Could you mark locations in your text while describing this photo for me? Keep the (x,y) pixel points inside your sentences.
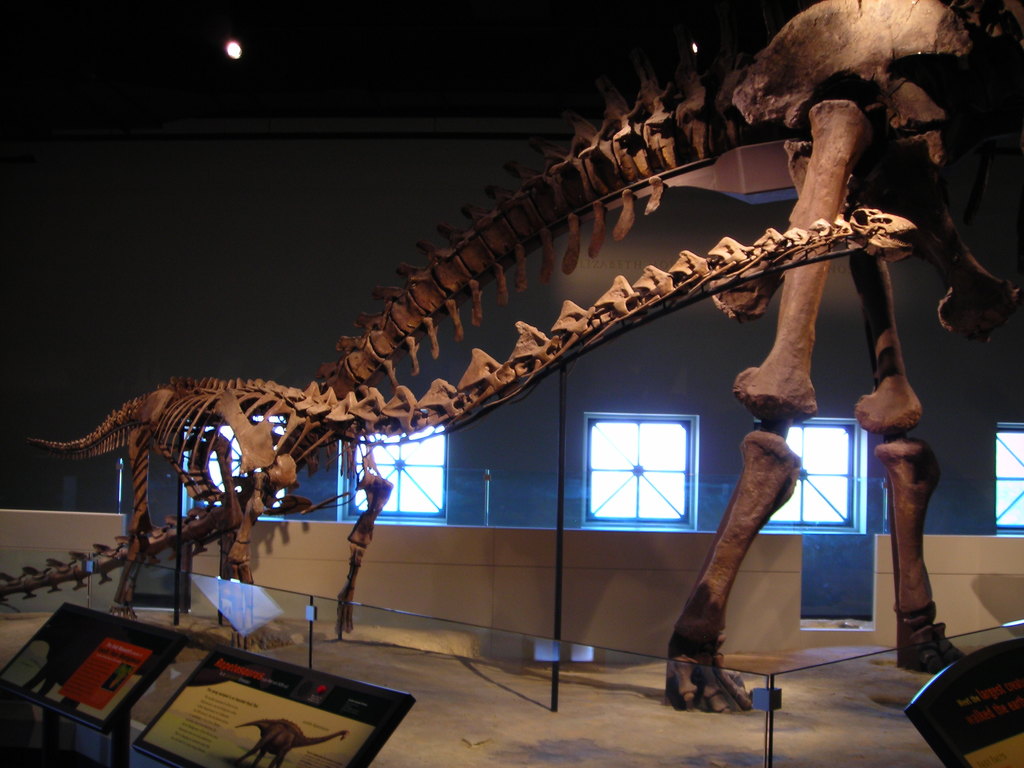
In the center of the image (408,308) we can see a sculpture (715,293). At the bottom (252,705) we can see boards (304,722) placed on stands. In the background (560,307) there is a wall (599,533) and we can see windows (830,502). At the top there are lights (236,53).
